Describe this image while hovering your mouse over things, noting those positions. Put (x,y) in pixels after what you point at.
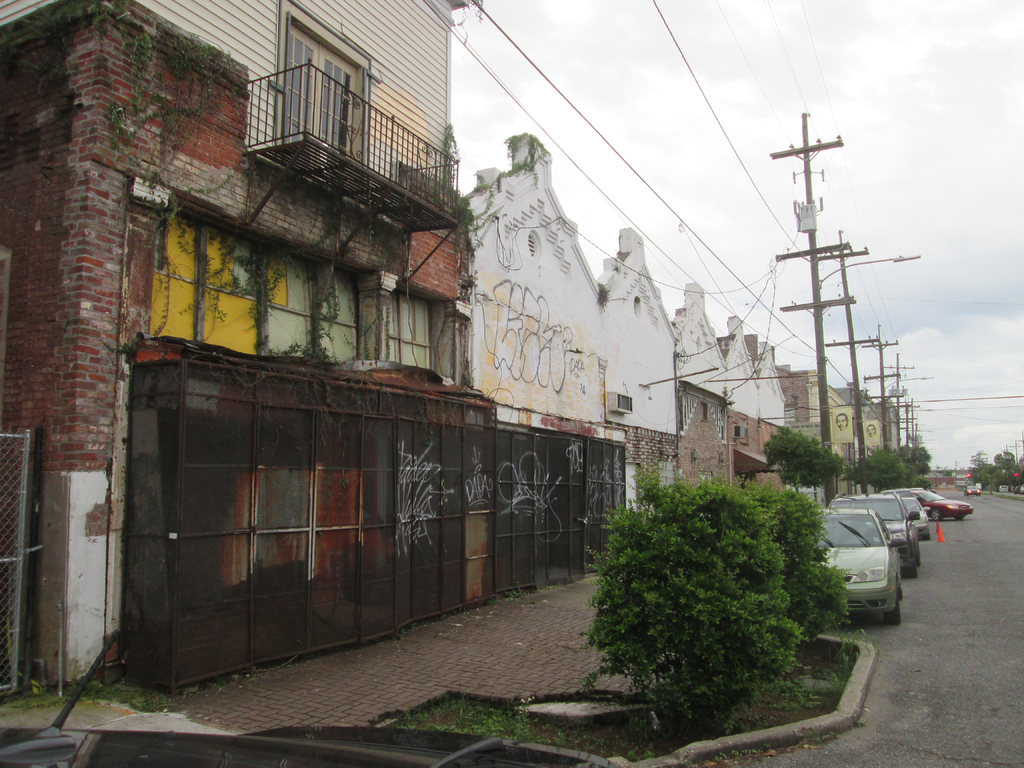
In this image there is the sky (819,100) towards the top of the image (779,80), there are clouds (712,52) in the sky (847,42), there are buildings (463,419) towards the left of the image (210,357), there are poles (857,400), there are wires (686,273), there are plants (773,501), there is road (971,569) towards the right of the image (962,588), there are cars (864,537) on the road (950,644), there is an object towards the bottom of the image (154,754).
